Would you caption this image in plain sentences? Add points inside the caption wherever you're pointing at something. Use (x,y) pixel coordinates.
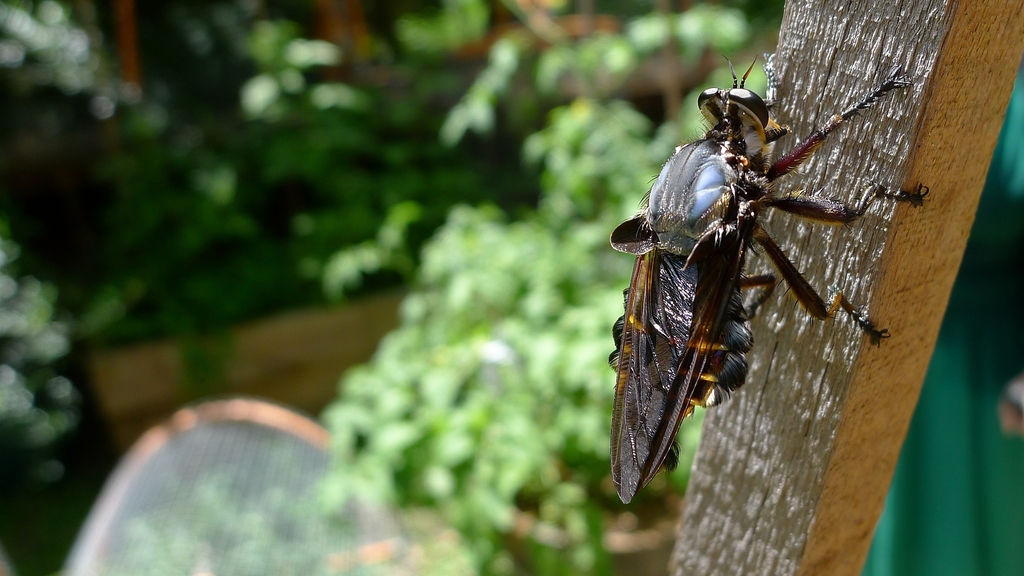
Here we can see an insect (825,132) on a wooden stick (844,331). There is a blur background (487,379) and we can see plants (487,201).
